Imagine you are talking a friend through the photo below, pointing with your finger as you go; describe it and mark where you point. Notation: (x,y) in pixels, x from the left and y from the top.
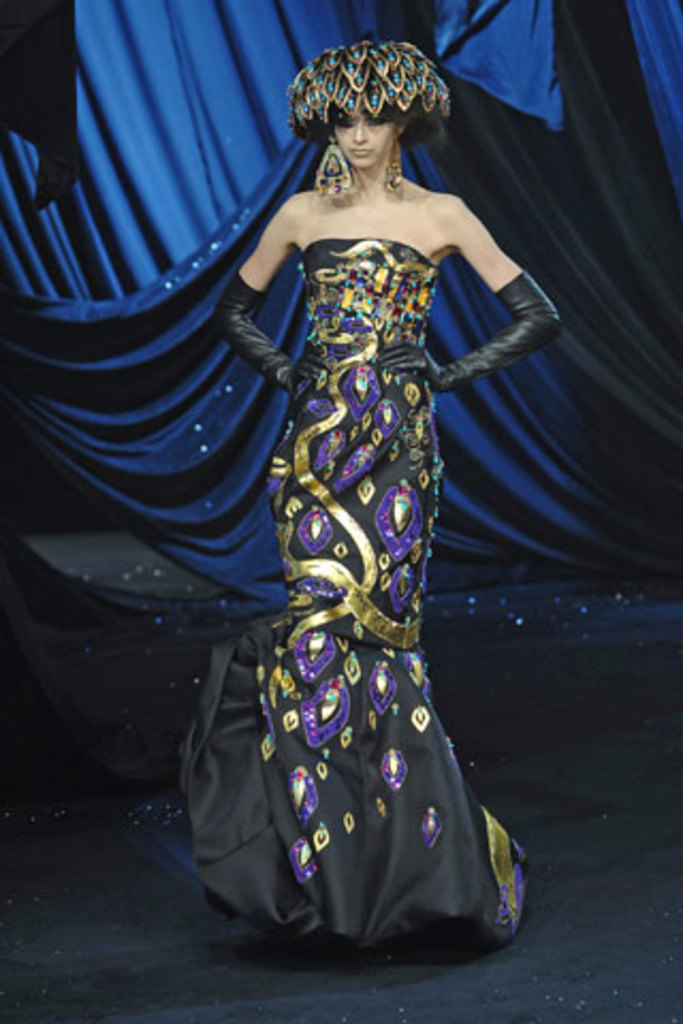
In the picture I can see woman (416,272) standing, behind there is blue color cloth (163,293).
